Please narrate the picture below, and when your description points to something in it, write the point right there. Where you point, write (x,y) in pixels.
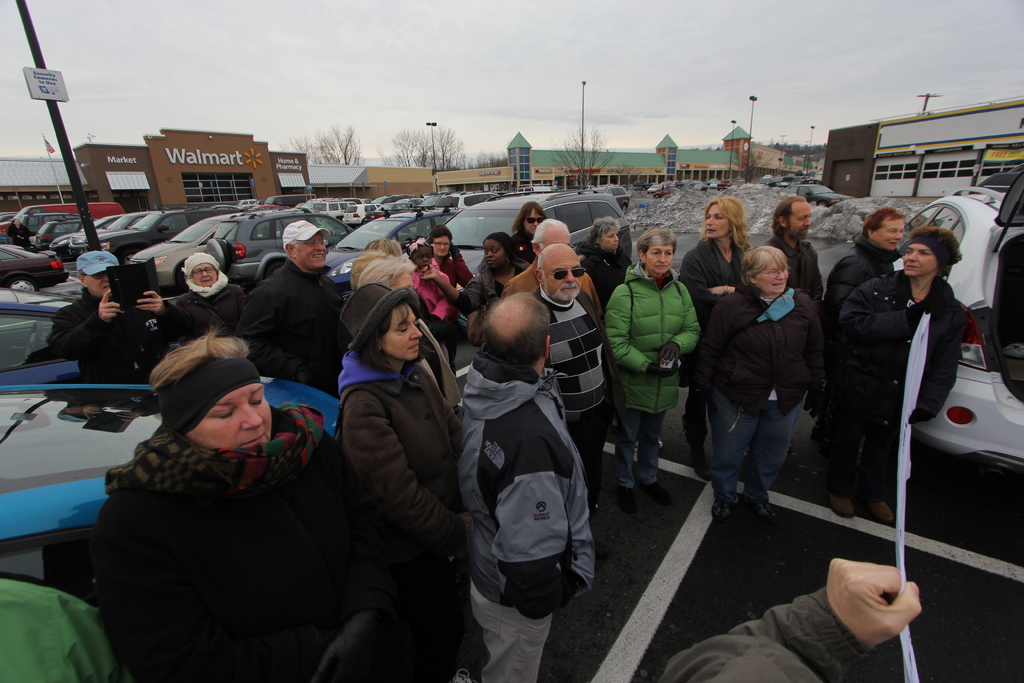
In this image I can see number of people (221,404) are standing in the front (151,645) and I can see all of them are wearing jackets (830,329). I can also see number of vehicles (341,271) in the front (24,466) and in the background (252,232). I can also see few buildings (51,179), few trees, number of poles (87,233) and the sky (333,79) in the background (712,29). On the left side (46,66) I can see a white colour board (49,84) and on it I can see something is written.
